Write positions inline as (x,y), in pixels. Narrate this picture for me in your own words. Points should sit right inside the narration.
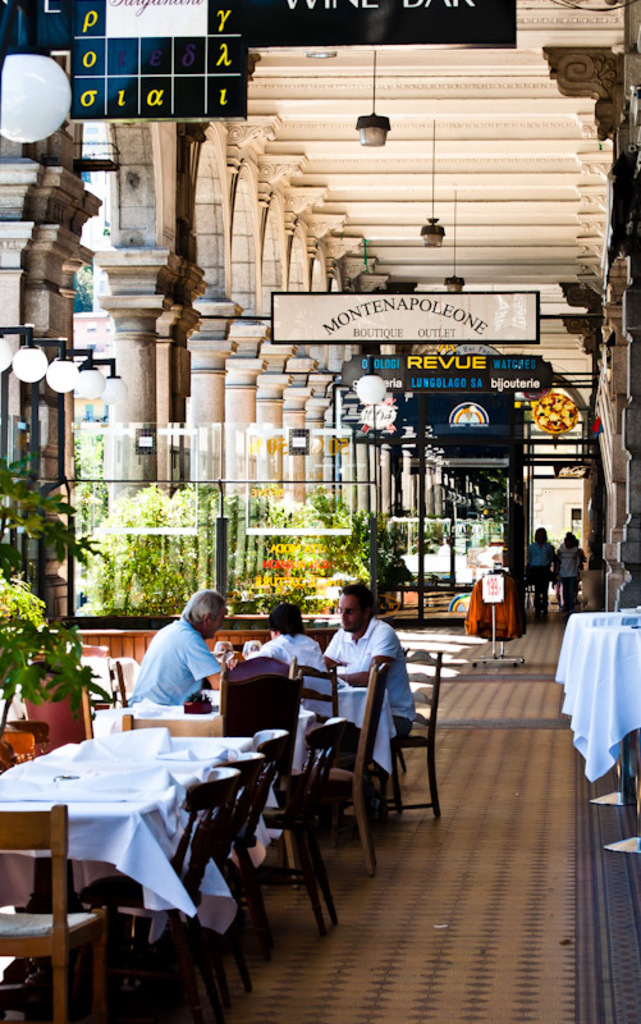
In this image, there are a few people (283,618). We can see some tables (209,752) covered with a cloth (150,886) and some objects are placed on them. We can see some chairs (327,724) and the ground (475,778) with some objects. We can see some pillars (156,311), boards (265,21) with text (418,3). We can see some plants (348,545), lights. We can also see the roof (421,49) with some objects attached to it. We can also see some objects (639,810) on the right (567,706).
